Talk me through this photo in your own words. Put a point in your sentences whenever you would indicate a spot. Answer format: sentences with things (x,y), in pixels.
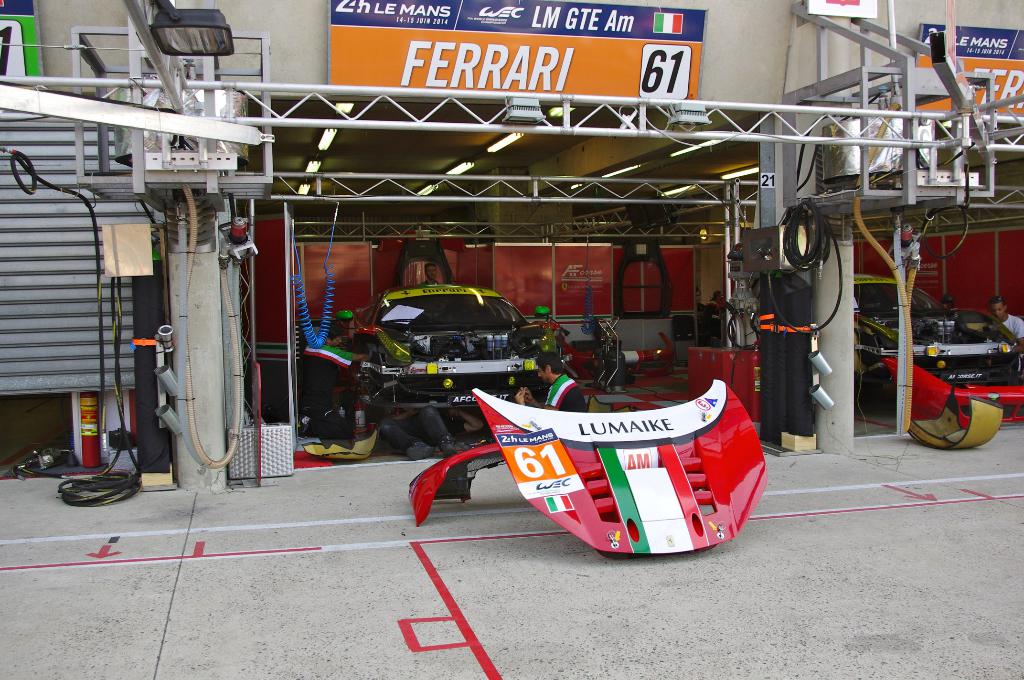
In this image there is a garage (259,57), in that garage (786,316) there are cars (435,382) and people (1009,316) are working, at the top (537,30) there boards (568,49), on that boards (557,47) there is some text (410,54).
